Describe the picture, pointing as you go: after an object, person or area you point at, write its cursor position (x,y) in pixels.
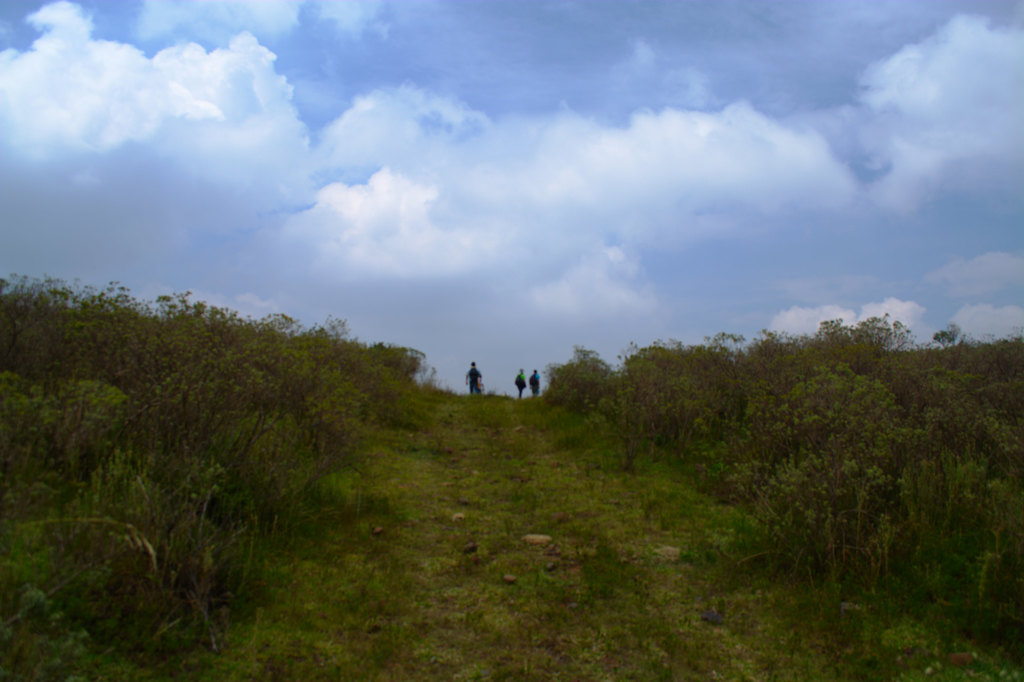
In the picture there is a slope (481,481) and it is filled with a lot of grass (453,456) and plants (1,622), above the slope (550,423) there are three people (518,388) and in the background (474,179) there is a sky (240,162).
